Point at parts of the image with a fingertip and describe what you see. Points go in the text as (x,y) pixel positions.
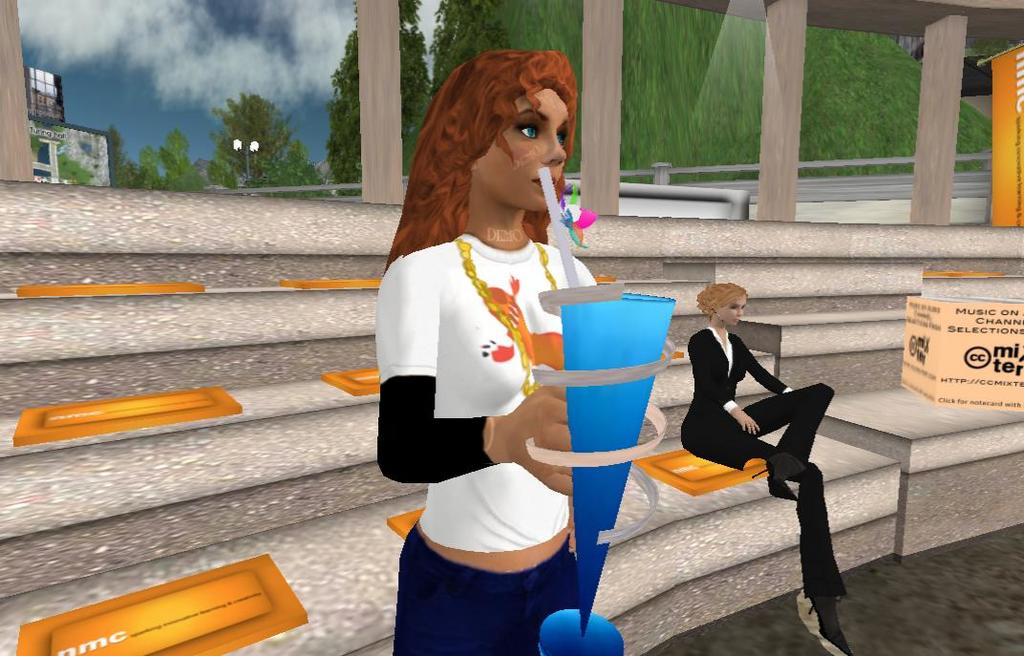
In this picture I can see an animated image, on which I can see a woman (494,428) standing and holding an object (599,369), side another woman (781,401) is sitting on the staircases (819,350).
